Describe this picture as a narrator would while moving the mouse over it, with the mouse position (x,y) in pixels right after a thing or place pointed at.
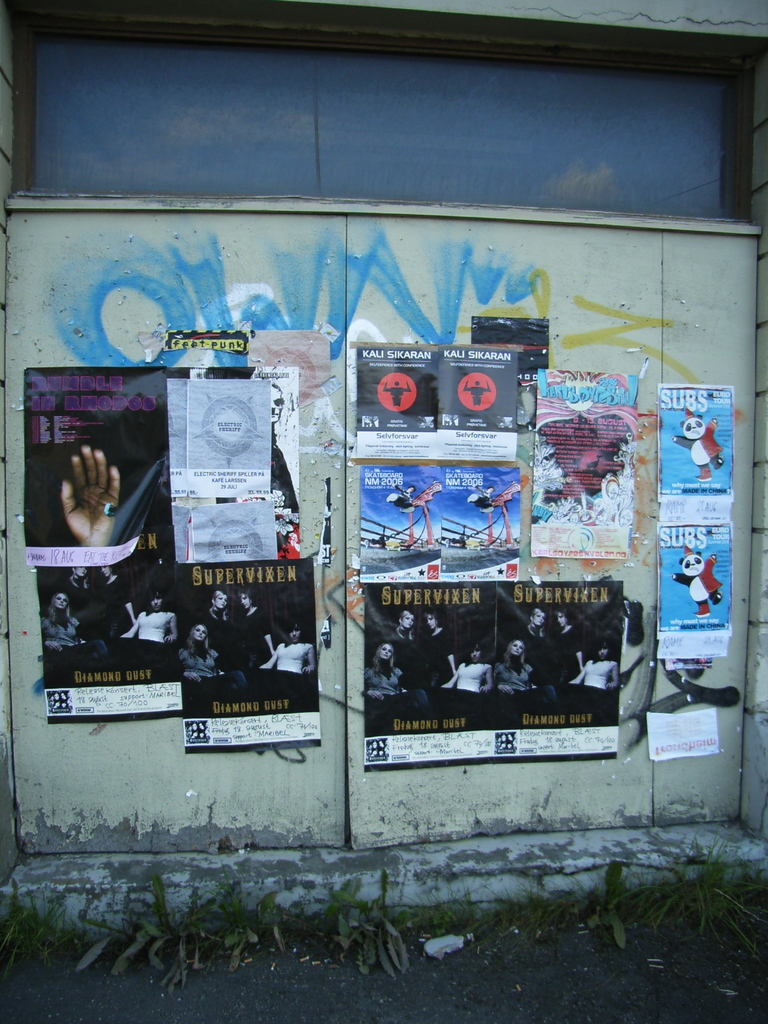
In this image we can see the wall (56,346) and there are some posters (120,659) attached to the wall (153,811) and in the posters (130,659), we can see some text (269,723) and pictures (435,503) of some people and cartoon images (583,411). There are some plants (9,923) at the bottom of the image (14,937).
